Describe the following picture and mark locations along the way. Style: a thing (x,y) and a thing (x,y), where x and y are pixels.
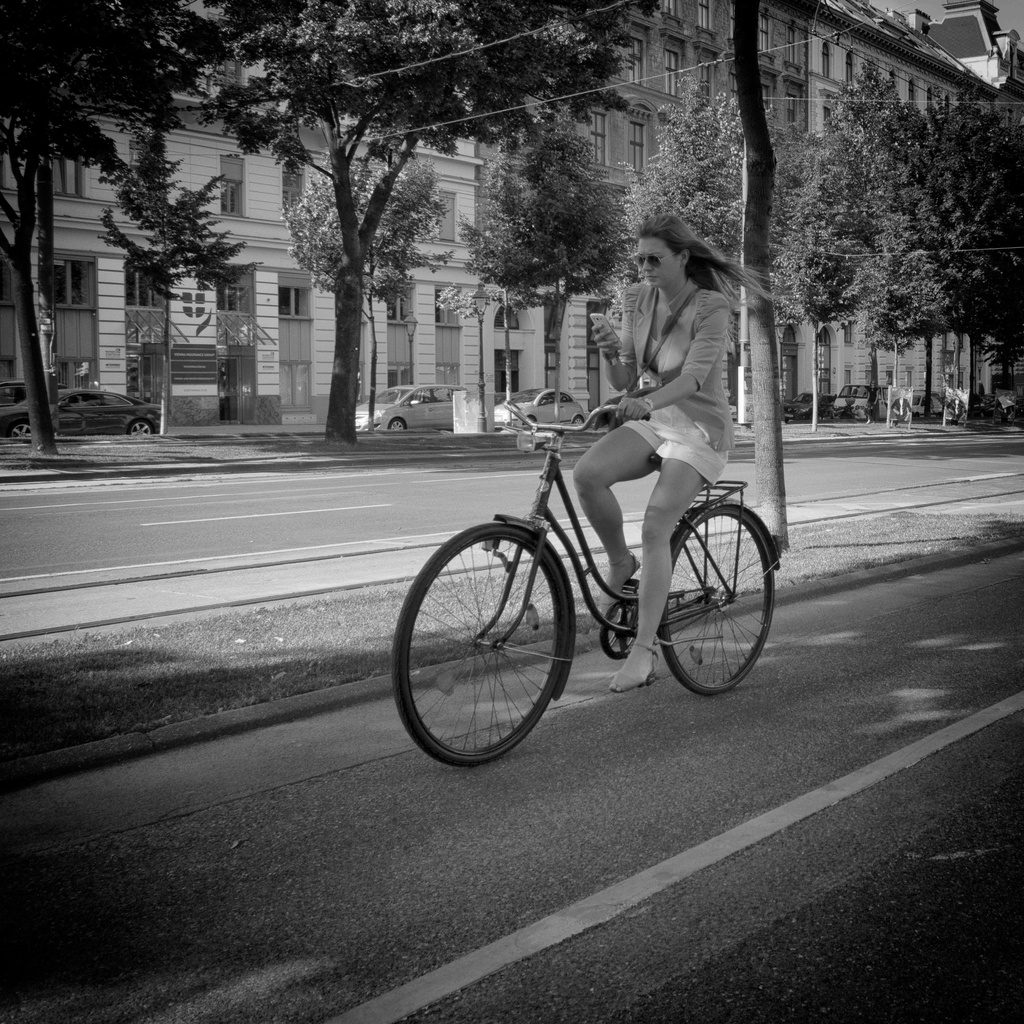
In the middle of the image (559,682), a woman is riding a bicycle (496,651) on the road (632,726). In the background (838,96), there are trees (466,82) visible and a building (803,65) visible. In the top right (1008,15), a sky (1008,15) visible white in color. In the background (23,407), there are cars (414,426) parked along the road (450,482). This image is taken during evening time.
